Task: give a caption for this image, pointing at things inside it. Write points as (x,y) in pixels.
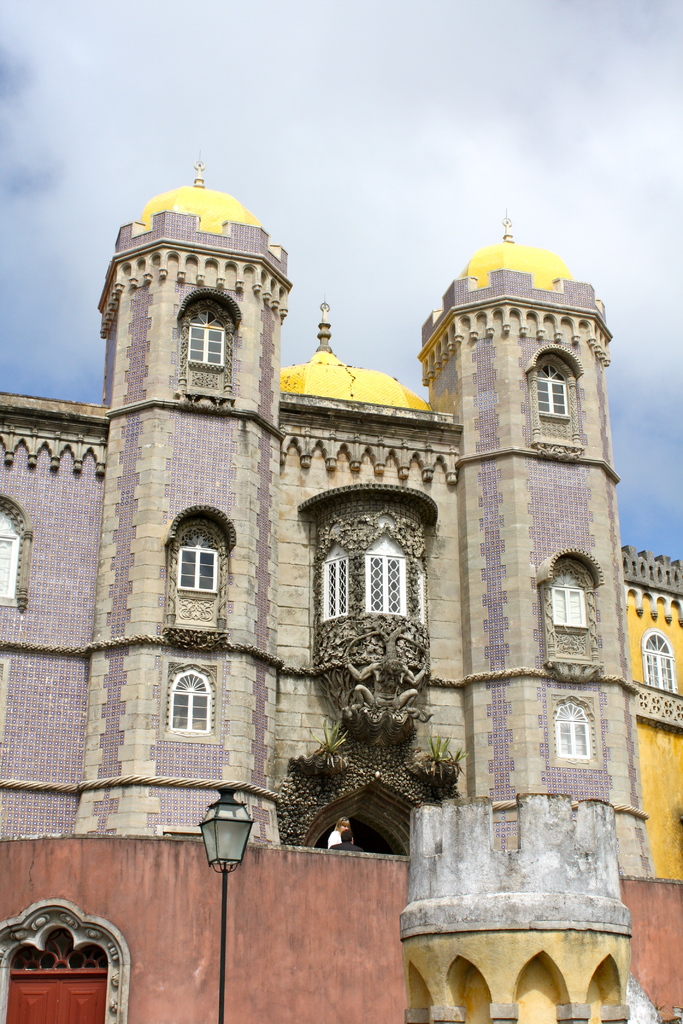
There is a building (368,634) in the image. There is a slightly cloudy sky (401,121). There is a street lamp (223,850) at the bottom of the image (232,844).
